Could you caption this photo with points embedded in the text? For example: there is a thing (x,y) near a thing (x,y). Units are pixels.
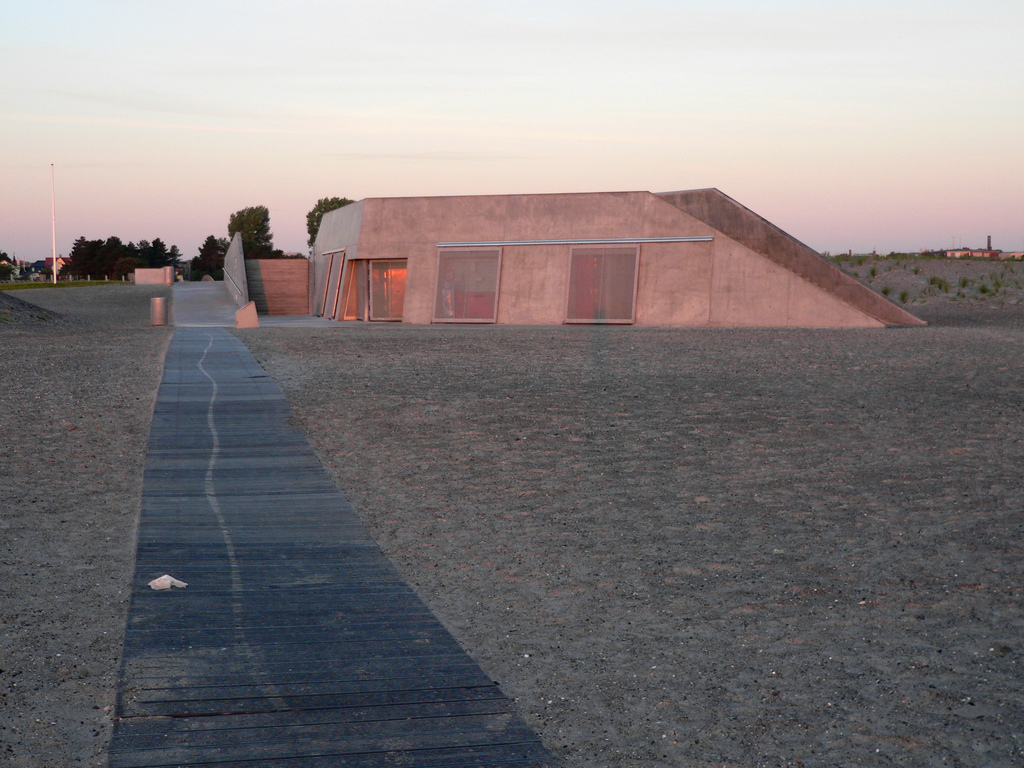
There is a road (221,490). On both sides of this road (236,535), there are small stones (644,495) on the ground (627,495). In the background (644,204), there is a pink color building (364,237) having glass windows (583,288), there are trees (77,247), a pole (55,273), trees (131,249), buildings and clouds (748,39) in the sky (116,39).
